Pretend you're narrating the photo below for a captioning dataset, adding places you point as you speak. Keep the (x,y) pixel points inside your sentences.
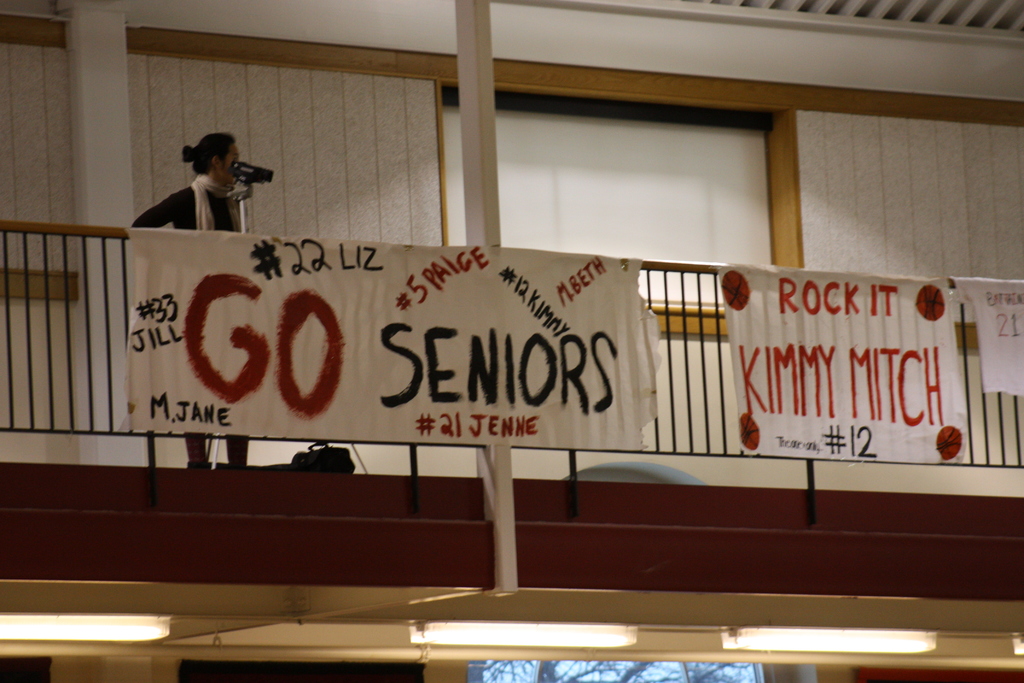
This is the inside picture of the building (129,522). In this image there is a person (187,440) standing in the building (396,501). In front of her there is a metal fence (26,265). There are banners (761,387). Behind her there is a wall (361,82). At the bottom of the image (109,629) there are lights (11,629).
